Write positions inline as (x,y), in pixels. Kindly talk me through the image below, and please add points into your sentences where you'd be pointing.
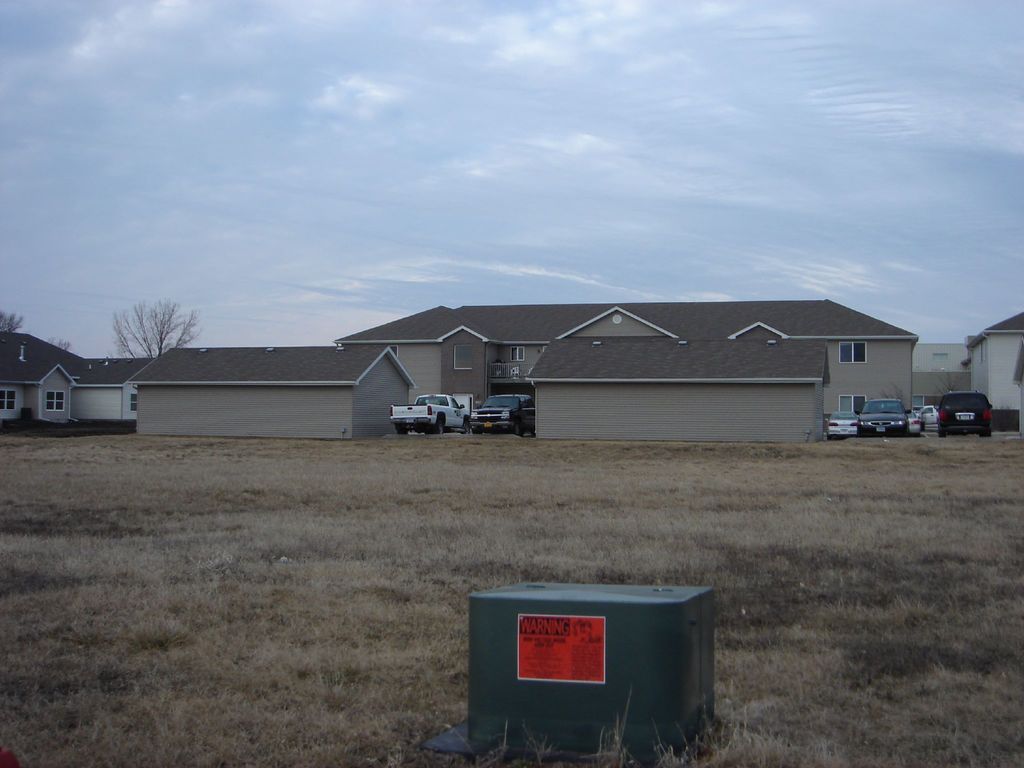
In this picture there is an object (662,663) which has an orange color paper (570,648) attached on it and there are few vehicles (530,412) and houses (499,368) in the background (500,350) and the sky (216,295) is cloudy.
